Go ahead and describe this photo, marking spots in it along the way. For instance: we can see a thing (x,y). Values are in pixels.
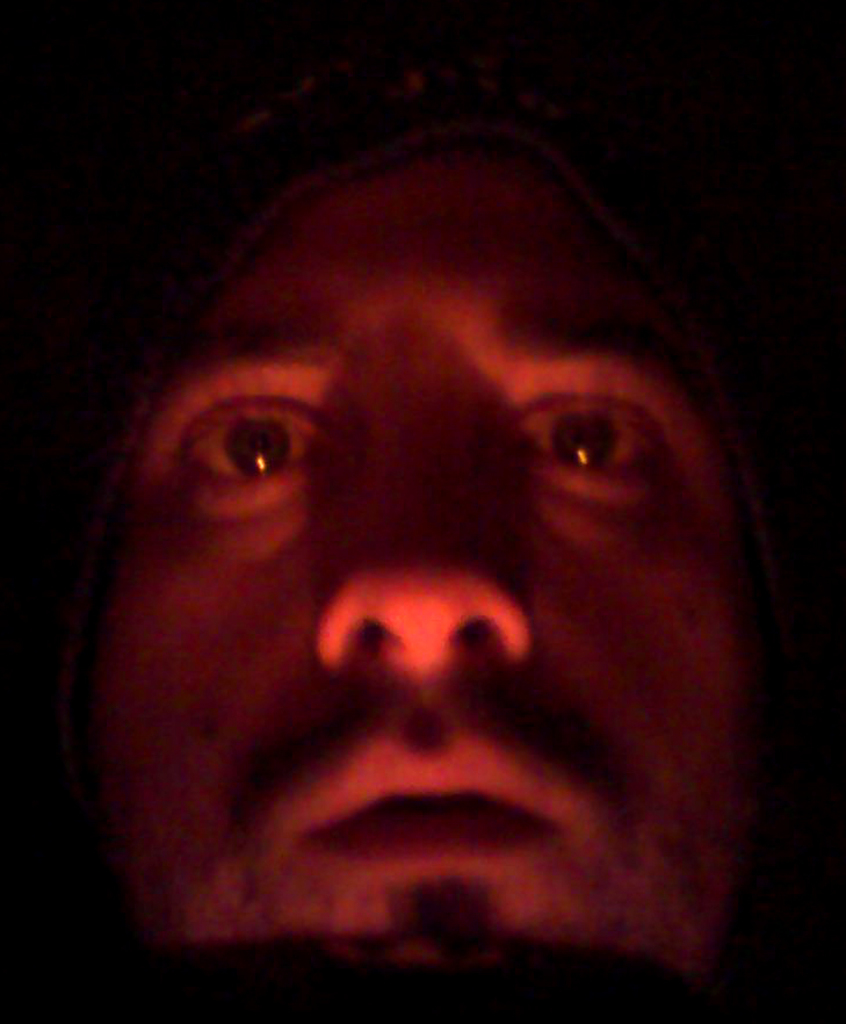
In the foreground of this image (404,513), there is a man's face (502,690) wearing a cap (472,130) on his head (489,527) is in the dark and a red light (403,734) is on him.
